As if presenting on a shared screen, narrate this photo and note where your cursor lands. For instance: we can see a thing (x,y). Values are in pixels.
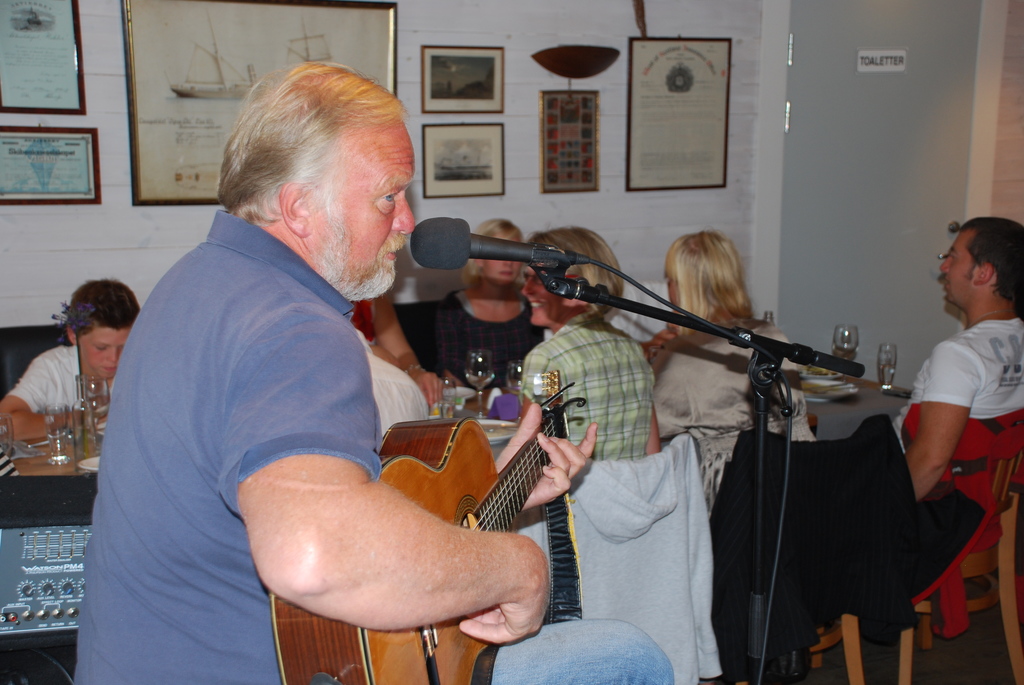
here in this picture we can see a person (328,458) holding guitar (456,469) in his hand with a microphone (500,248) in front of he, here we can also see some persons (10,411) sitting on a chair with a dining table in front of them with different equipments (57,413) such as glasses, plates (493,429) e. t. c, here on the wall (522,83) we can see different frames (232,44) which is beside the dining table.
